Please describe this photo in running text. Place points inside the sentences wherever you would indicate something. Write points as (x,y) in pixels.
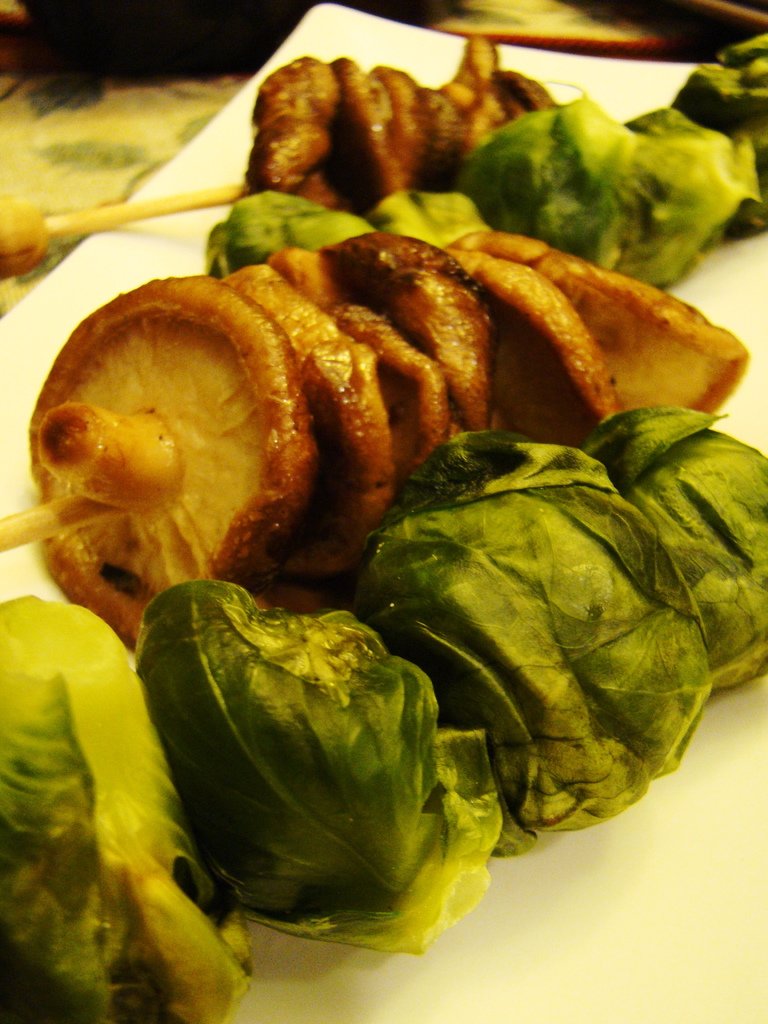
In this picture we can see mushrooms (309,479) and leafy vegetables (435,616) kept on a white plate (342,956).
